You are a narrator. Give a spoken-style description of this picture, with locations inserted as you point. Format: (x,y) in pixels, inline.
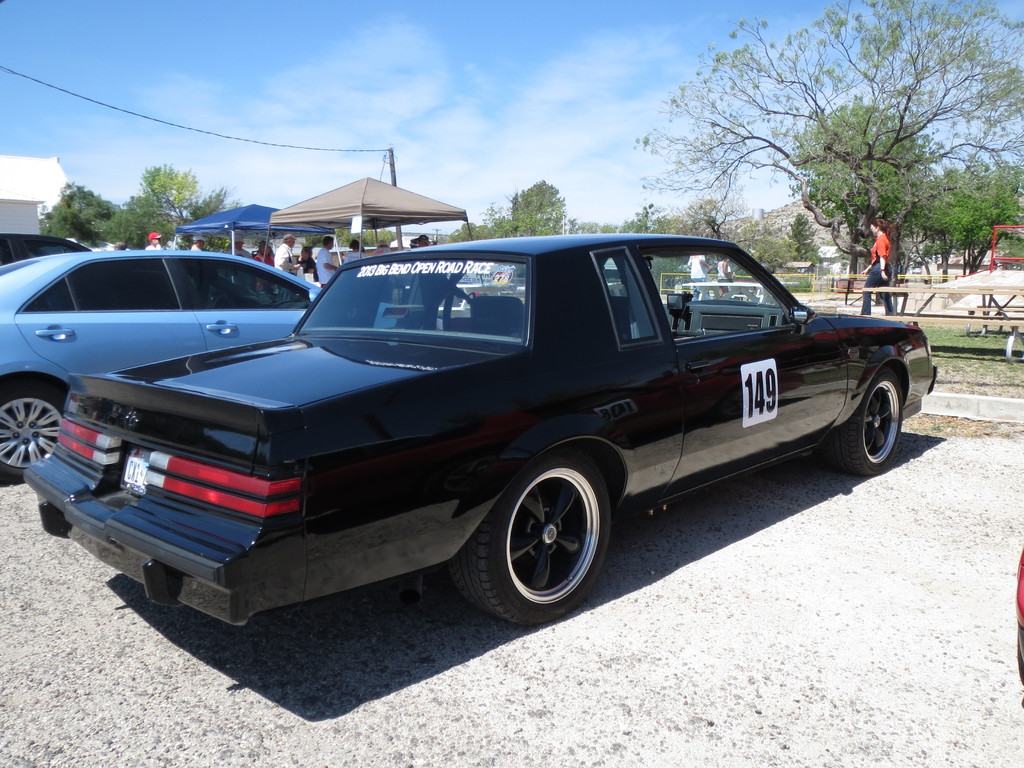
In this picture we can see cars (541,286) on the road (971,696), grass (981,343) and benches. There are people (700,265) and we can see tents (240,221), pole (388,150) and wires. In the background of the image (212,184) we can see trees (876,172) and sky (406,154).
